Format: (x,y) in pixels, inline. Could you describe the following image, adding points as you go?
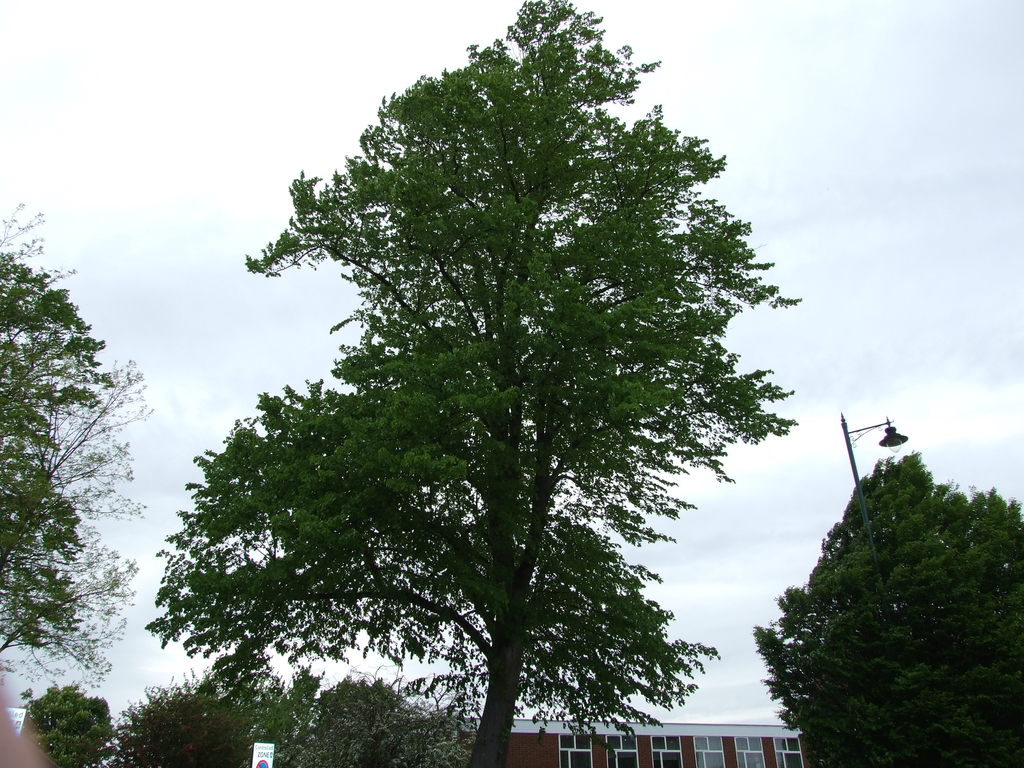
In this picture we can observe some trees (292,540). There is a black color pole (861,490) on the right side (847,434). In the background (520,752) we can observe a building (686,752) and a sky (787,438).
